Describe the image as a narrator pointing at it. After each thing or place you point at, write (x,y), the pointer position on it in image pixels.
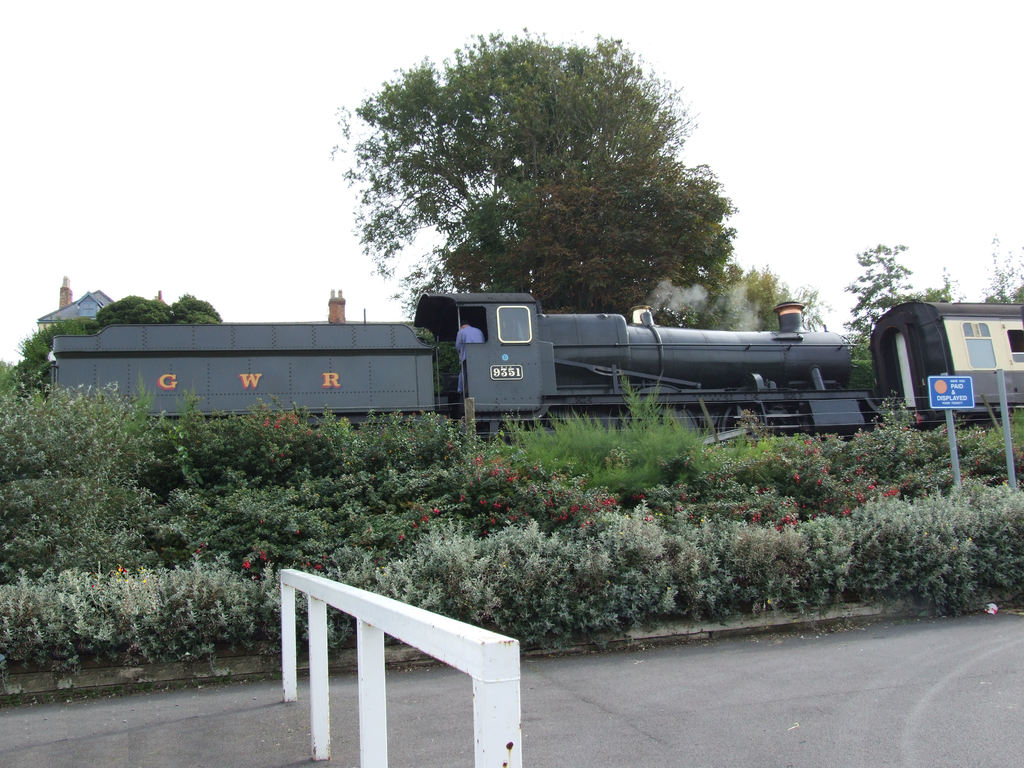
There is a fencing (511,683) on the road (463,688) at the bottom of this image (485,742), and there are some plants (528,566) in the background (611,566). There is a train (480,388) in the middle of this image (358,375). There are some trees (572,297) present beside to this train (638,333), and there is a sky (214,179) at the top of this image (502,40).
